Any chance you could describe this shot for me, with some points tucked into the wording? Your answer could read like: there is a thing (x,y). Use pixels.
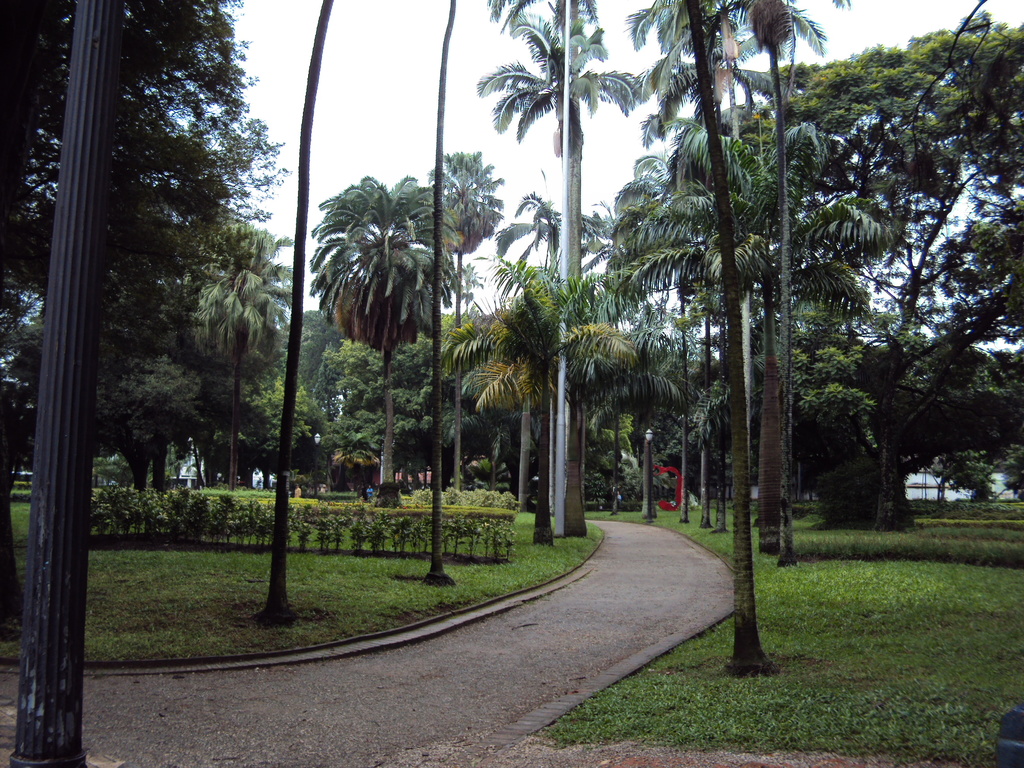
In this image we can see one pole (89,275) on the left side of the image (60,422), one white pole (566,137) on the ground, one object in the bottom right side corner of the image, some objects (258,483) in the background (1001,484), one path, some trees (325,415), bushes (1005,502), plants (370,503) and grass (668,514) on the ground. At the top (260,89) there is the sky (550,179).
